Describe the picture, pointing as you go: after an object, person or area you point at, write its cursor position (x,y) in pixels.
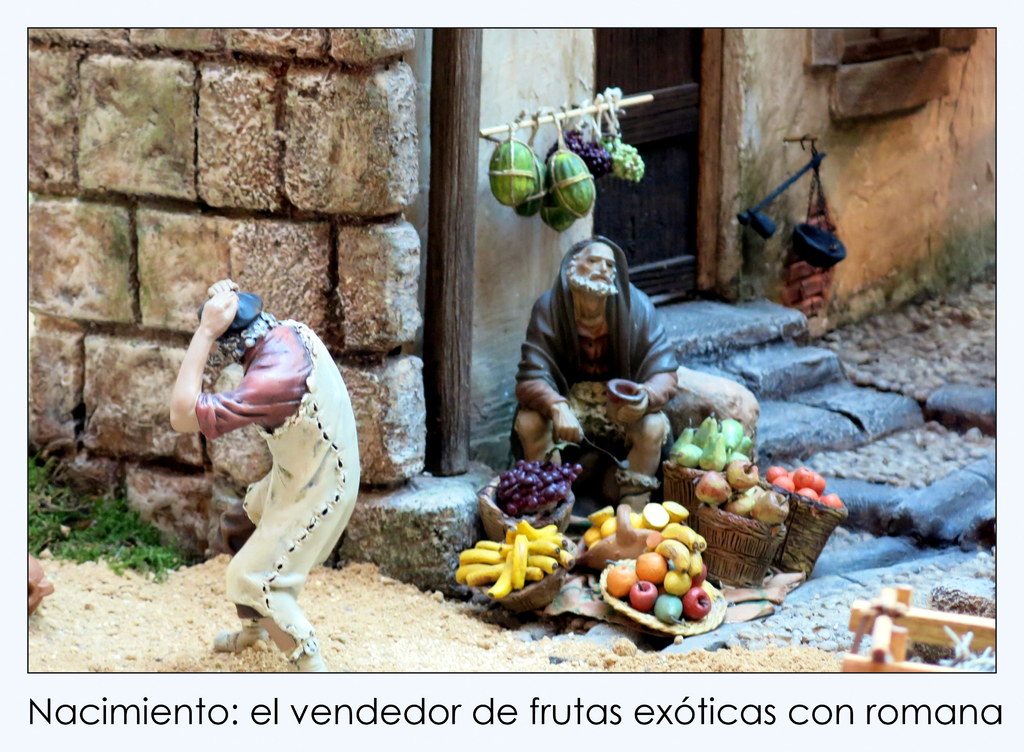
It is a real image. We can see sculptures (627,364). There are vegetables (578,163). There is a wall (151,364). There is a door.
